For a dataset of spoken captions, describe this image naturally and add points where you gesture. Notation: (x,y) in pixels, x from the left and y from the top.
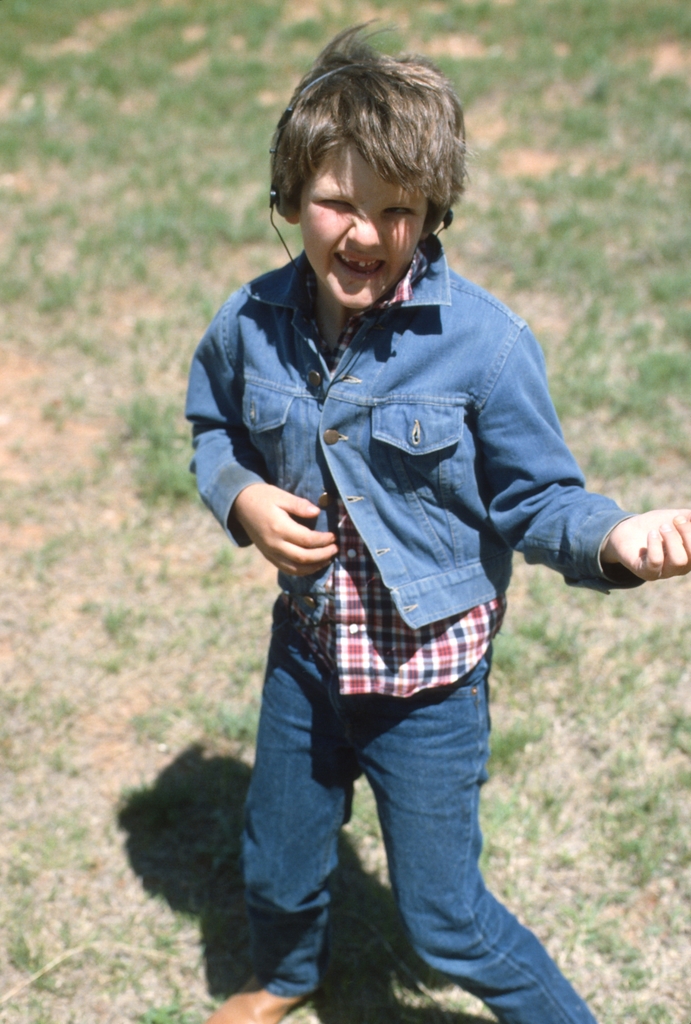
The boy (529,379) in the middle of the picture (346,594) wearing red check shirt (406,653), blue coat (434,534) and blue jeans (410,893) is standing. He is smiling and I think he is listening to the songs. In the background (570,295), we see grass (135,708). It is a sunny day.
